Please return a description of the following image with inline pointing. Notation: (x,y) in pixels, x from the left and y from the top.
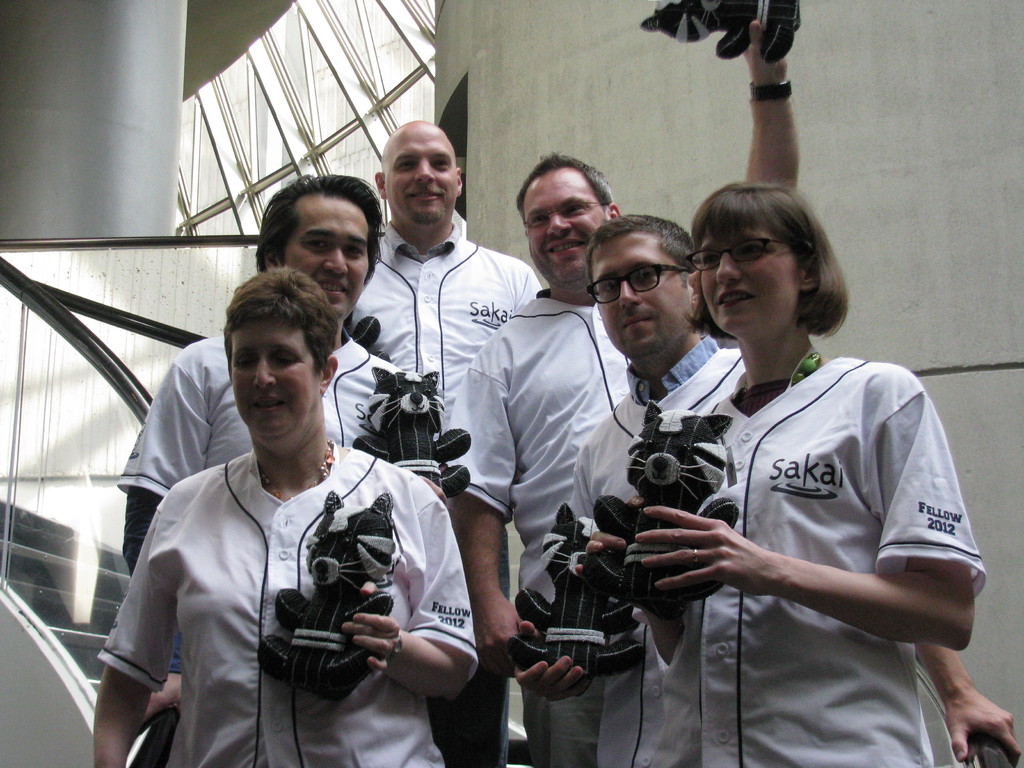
In the image we can see there are people (494,365) standing wearing clothes (385,338) and holding a doll (580,586) in their hands (703,576). This three of them are wearing spectacles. This is a neck chain (328,470), finger ring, wrist watch (767,93) stairs (55,566) and a fence (41,582).
